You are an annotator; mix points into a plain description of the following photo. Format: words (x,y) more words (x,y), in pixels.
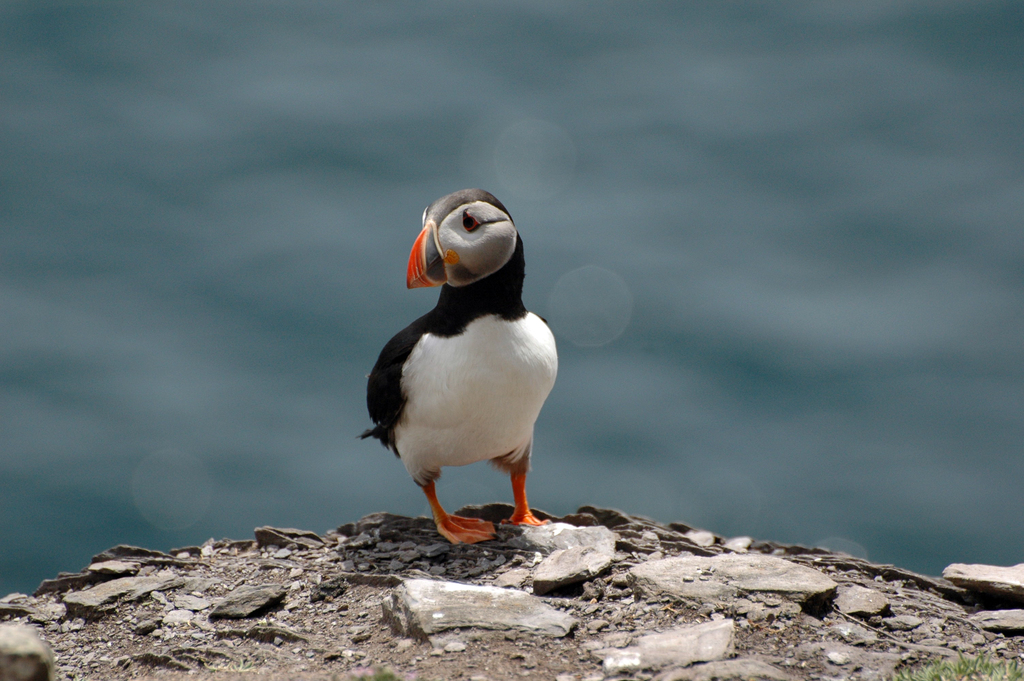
In this image we can see a bird (442,454) is on the ground (730,650). The background of the image (998,137) is slightly blurred.
